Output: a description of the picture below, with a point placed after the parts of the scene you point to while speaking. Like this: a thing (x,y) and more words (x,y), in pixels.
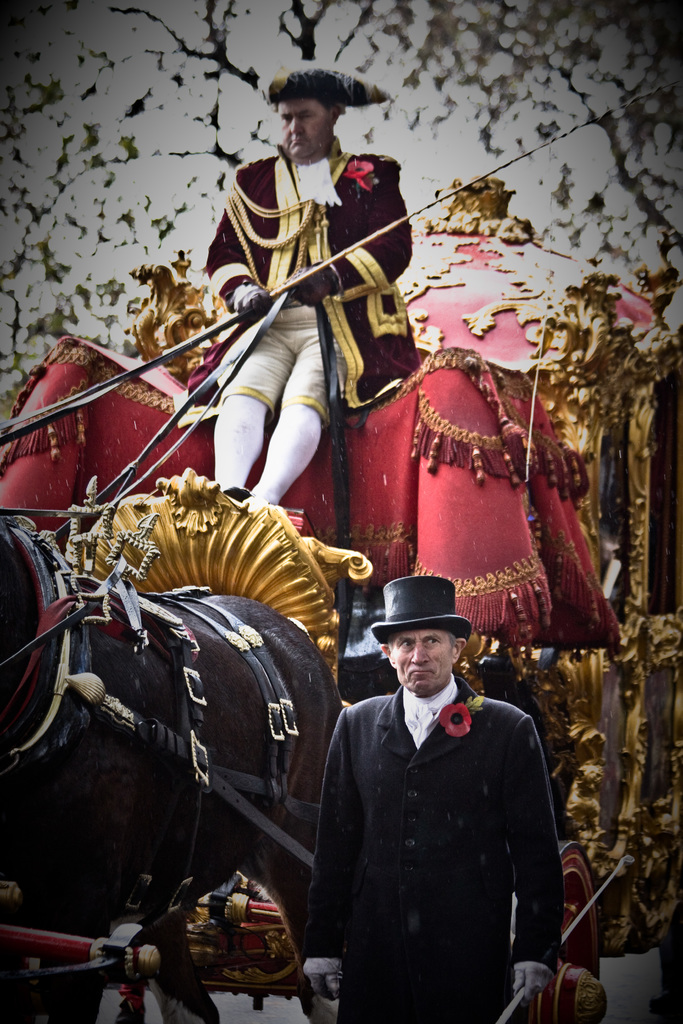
A man (291,360) is sitting in the horse cart (315,469) in the middle (278,358) in the down a man (547,868) is standing He wear a hat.
